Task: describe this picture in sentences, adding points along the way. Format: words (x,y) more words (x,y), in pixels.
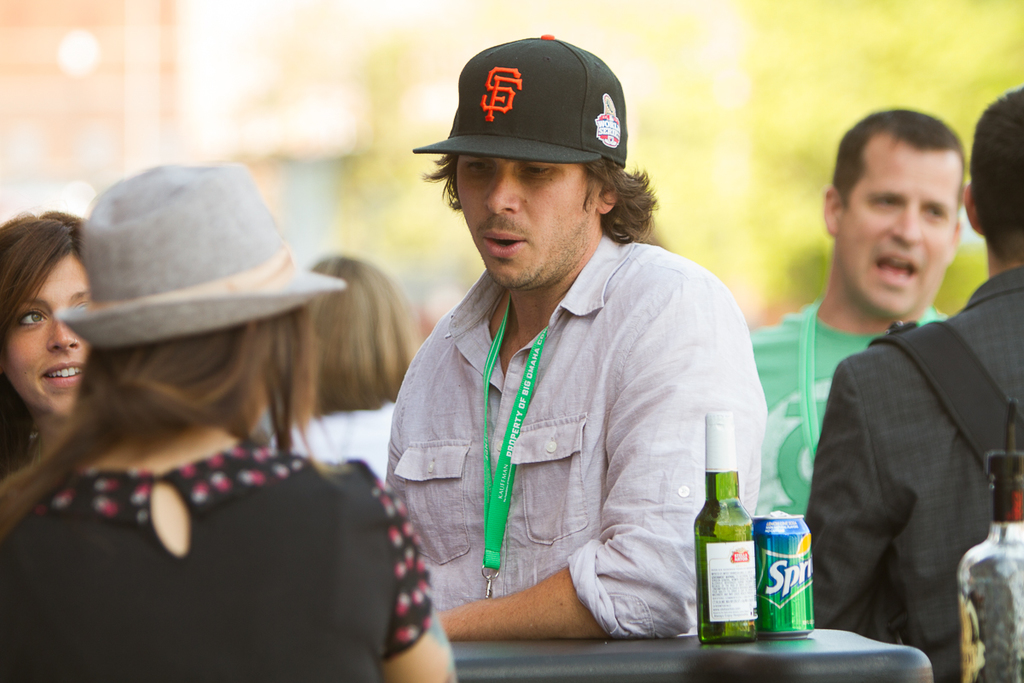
In this image, There are some people (900,479) standing, In the right side of the image (728,586) there is a green color bottle (740,580) and there is a sprite can (786,597) which is in green color, In the background (732,183) there are some trees (827,64) which are in green color.
